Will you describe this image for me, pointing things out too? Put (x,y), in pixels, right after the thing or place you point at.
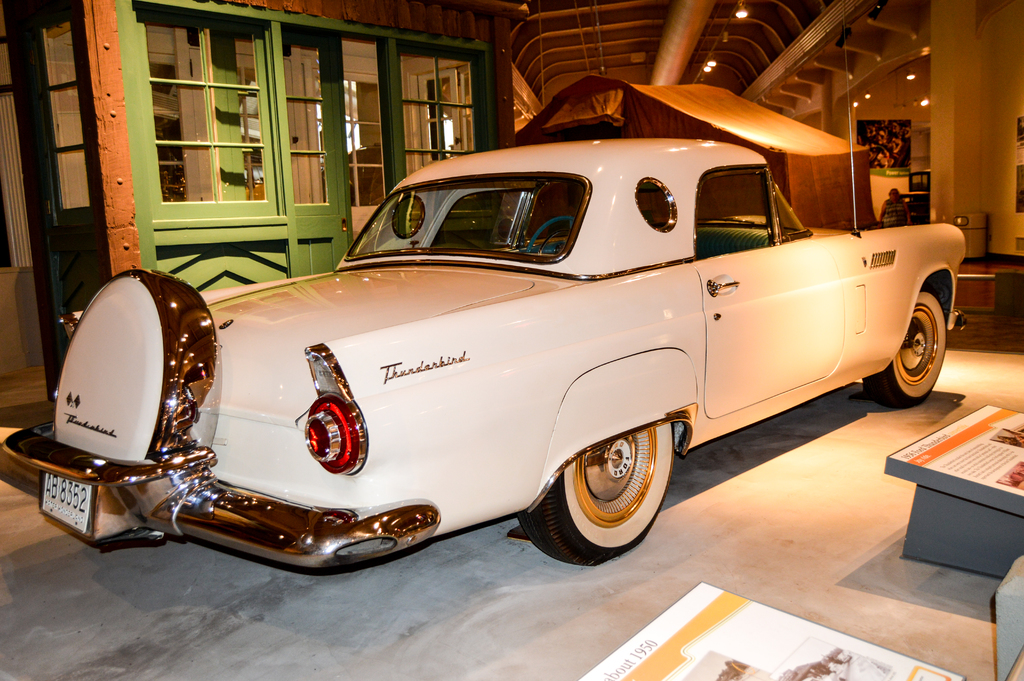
In this picture there is a white car (454,295) which is kept inside the hall (657,11). Beside that I can see the green doors (297,232). In the bottom right corner (868,676) I can see some boards (667,666) which is kept on the stand (960,503). In the back (892,198) there is a woman (892,213) who is standing near to the wall (915,157) and table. Beside her I can see the tent (820,178). At the top (661,47) I can see some pipes (584,55), lights (726,37) and duct (700,30).
